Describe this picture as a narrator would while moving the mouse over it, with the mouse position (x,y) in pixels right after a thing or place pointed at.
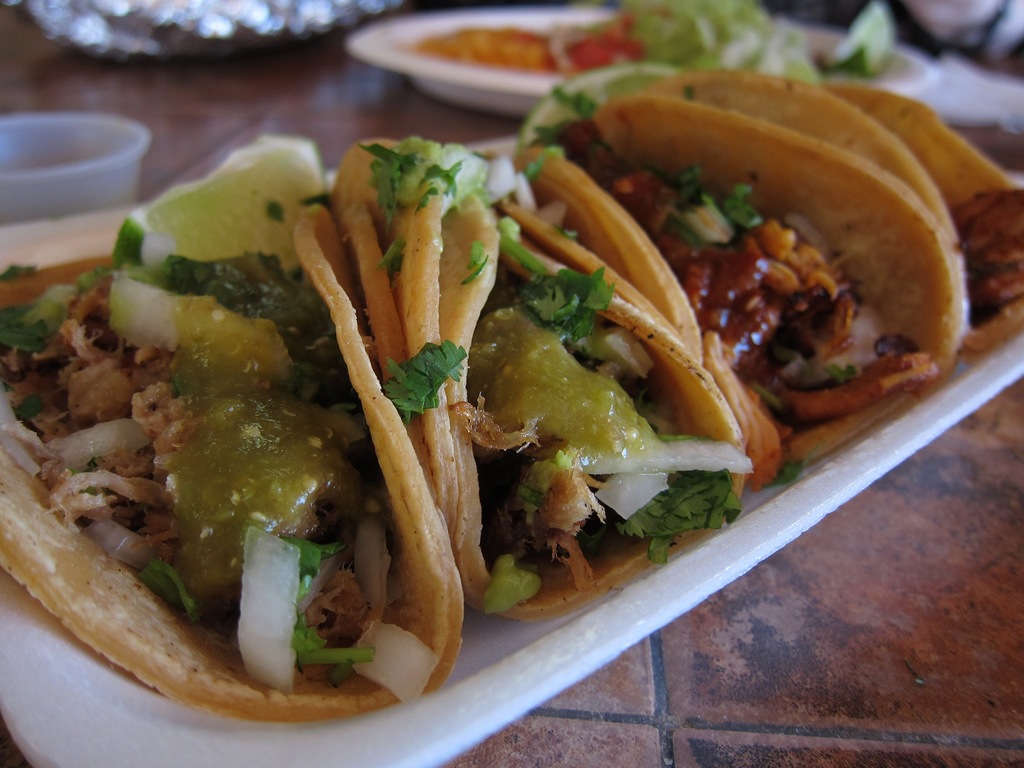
In this image there is a plate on which there are tacos (641,325). Beside the plate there is another plate (528,20) in which there is some food (659,45). On the left side (84,156) there is a plastic bowl (115,142) on the table (283,112).
